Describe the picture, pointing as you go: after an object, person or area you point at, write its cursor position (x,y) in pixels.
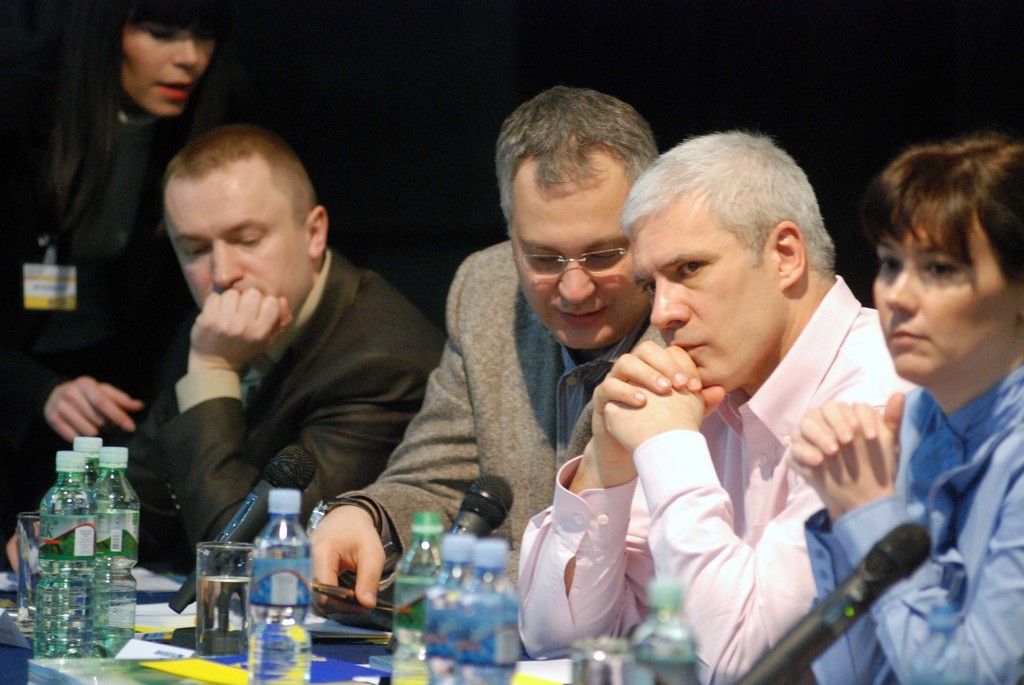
In this image I can see some people (859,674) beside the table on which we can see some water bottles (277,659) and glass (578,675).
